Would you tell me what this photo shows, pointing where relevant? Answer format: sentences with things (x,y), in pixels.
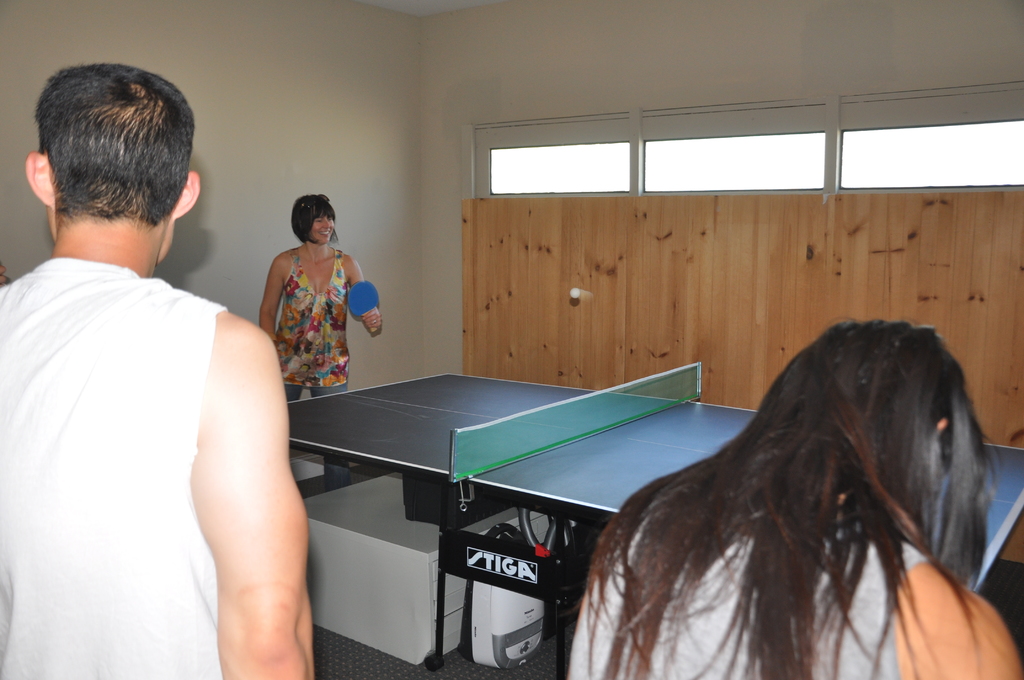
This is a wall (543,80). Here we can see one woman (322,314) standing and playing table tennis. This is a floor (458,675). We can see few persons (676,513) a woman (866,487) and a man (253,479) standing near to the table tennis (635,472).
